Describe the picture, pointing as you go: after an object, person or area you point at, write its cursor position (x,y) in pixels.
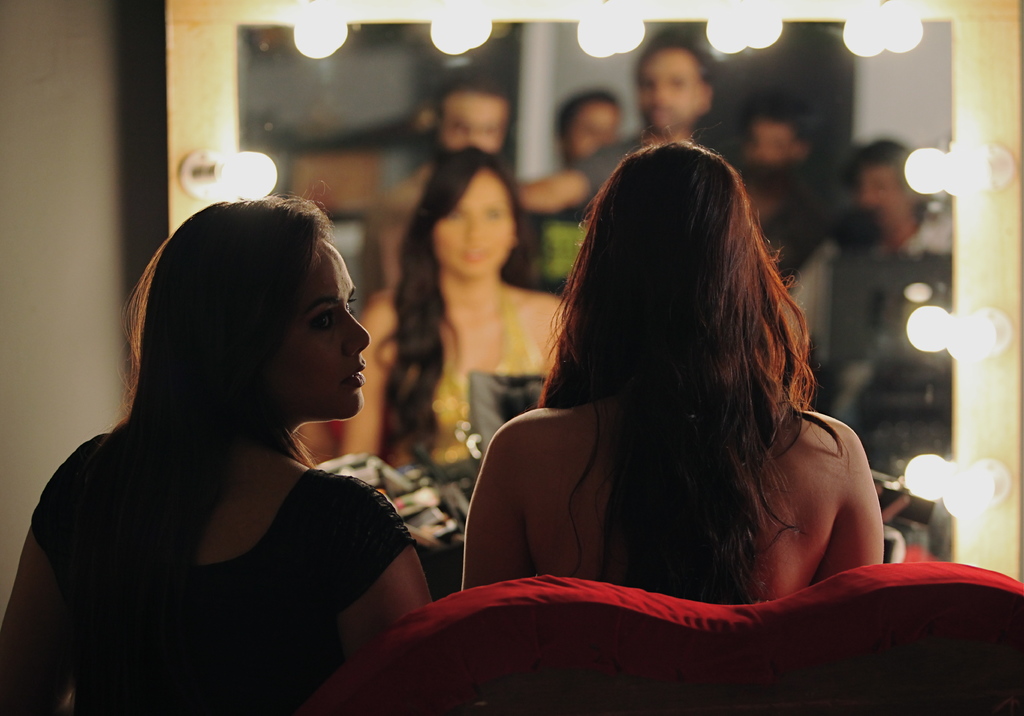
In this picture couple of them (587,278) seated on the sofa (427,702) and we see a mirror (586,83) and i can see reflection (565,266) of people (489,145) standing and lights (317,39) around the frame (974,449).
